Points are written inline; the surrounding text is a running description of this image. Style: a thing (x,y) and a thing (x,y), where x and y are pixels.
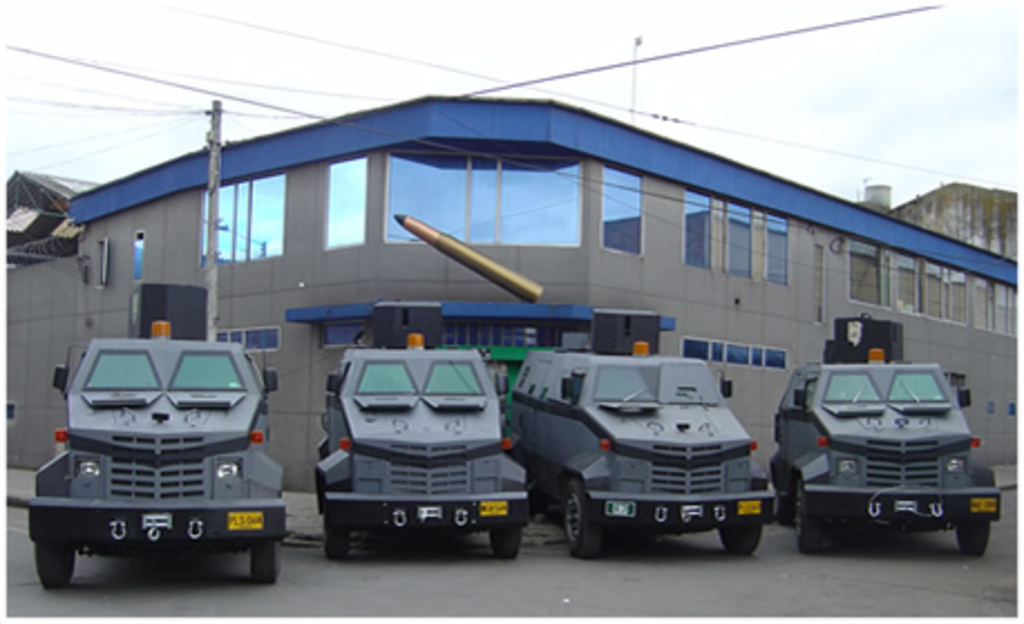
In this image in front (53,532) there are four vehicles (400,434) on the road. Behind the vehicle (212,347) there is a current pole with wires (690,123). In the background of the image (591,205) there are buildings (684,295) and sky (859,91). In the center of the image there is a bullet (524,291).
